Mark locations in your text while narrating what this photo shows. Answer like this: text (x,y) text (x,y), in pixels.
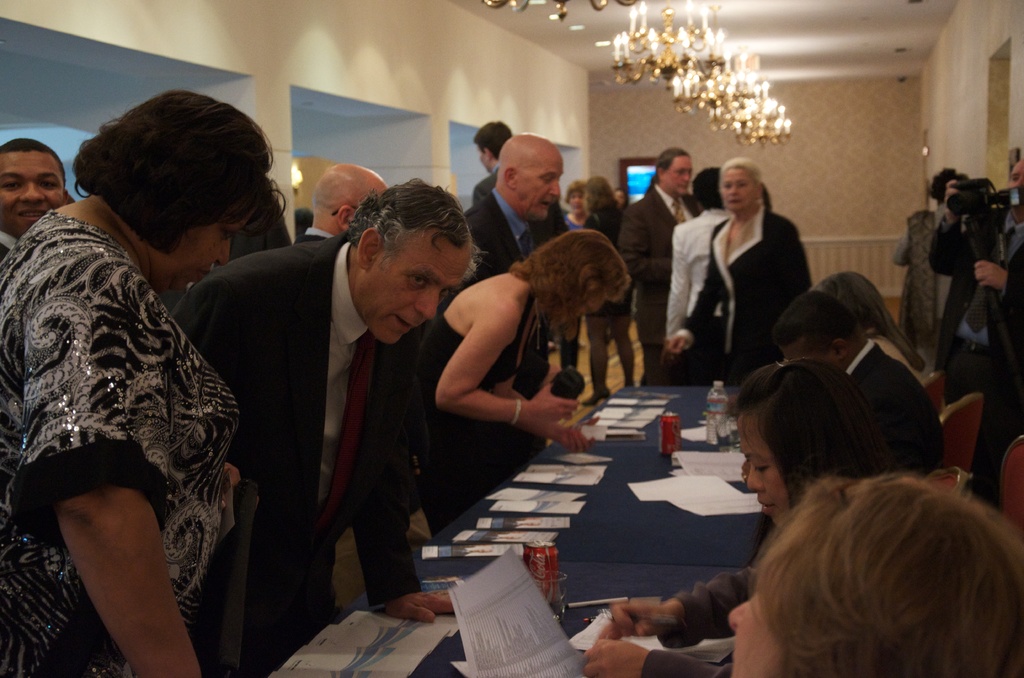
In the middle of the image (641,287) a group of people (645,218) standing. Bottom middle of the image (562,457) there is a table (435,669), On the table (418,666) there is a tin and water bottle (719,430) and papers (712,470). At the top of image (657,8) there is a roof (870,32) and lights (721,37). Behind the people (557,176) there is a wall (864,127). Right side of the image (967,182) a person (993,416) is capturing. Left side of the image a man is smiling.
